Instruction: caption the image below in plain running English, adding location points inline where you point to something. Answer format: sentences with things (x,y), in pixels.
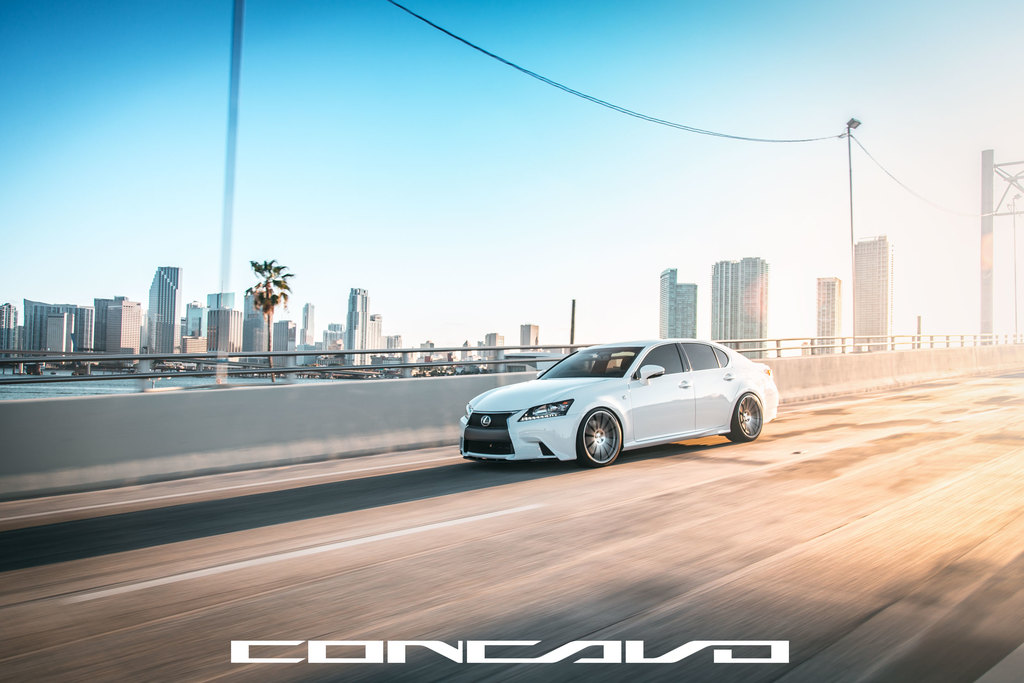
In this picture we can see a car (522,448) on the road (748,566) and beside this car (523,434) we can see the wall (362,416), fence (256,356) and in the background (688,293) we can see buildings (75,347), tree (268,297), water (24,388), poles (990,263), some objects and the sky (581,184).
